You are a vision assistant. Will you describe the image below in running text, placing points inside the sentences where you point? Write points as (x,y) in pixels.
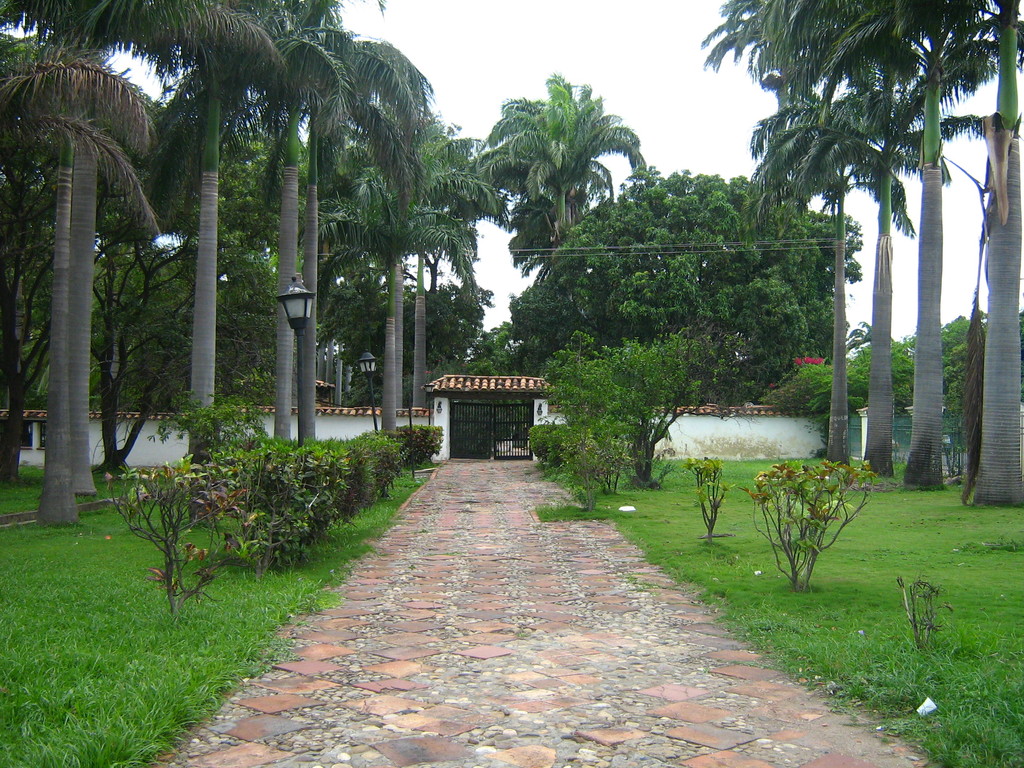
In this picture we can see the sky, trees (824,232), the wall (421,417) and a black gate (496,455) in the background (534,459). On either side of the path (532,698) we can see trees (619,425), green grass (1001,646) and plants (554,446).
